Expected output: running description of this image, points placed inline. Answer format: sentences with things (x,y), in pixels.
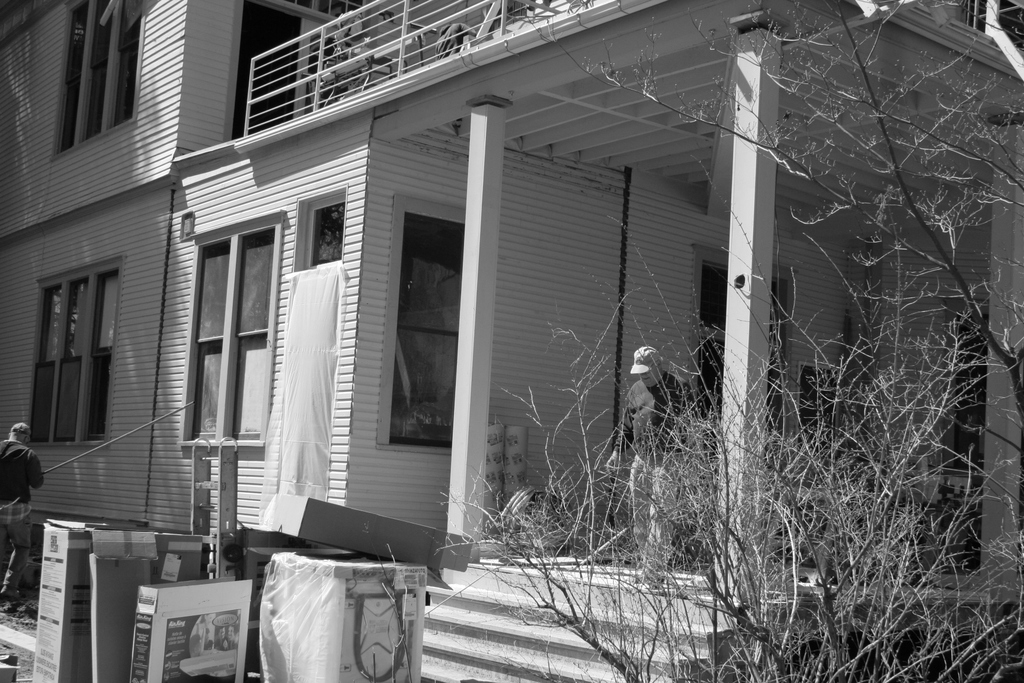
In this picture there is a person (685,411) who is wearing cap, t-shirt (650,396) and shoe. He is standing near to the stairs (489,591), beside him we can see the building (268,294). At the top (390,49) there is a fencing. On the left (202,340) we can see the windows (51,313). At the bottom (421,588) we can see the cardboard boxes (87,570), plastic covers (264,625) and plants (796,643).
